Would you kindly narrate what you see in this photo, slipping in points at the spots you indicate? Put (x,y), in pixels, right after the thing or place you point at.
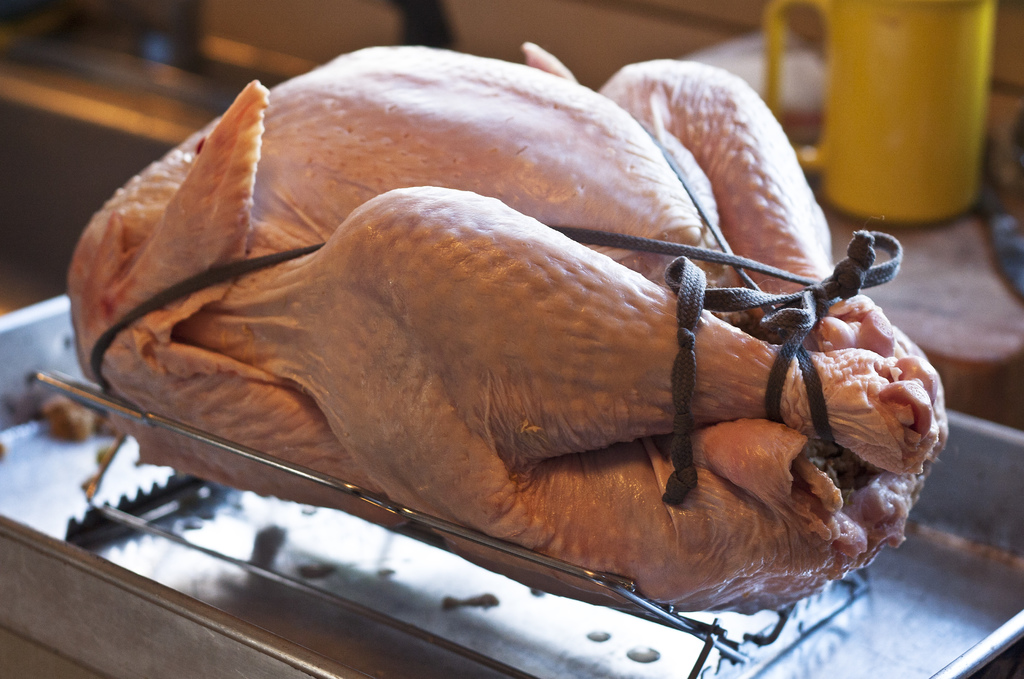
In this picture we can see a chicken meat (773,528) tied with ropes (689,457) and placed in a tray (68,590) and in the background (885,37) we can see a cup (906,55) and some objects (148,30).
